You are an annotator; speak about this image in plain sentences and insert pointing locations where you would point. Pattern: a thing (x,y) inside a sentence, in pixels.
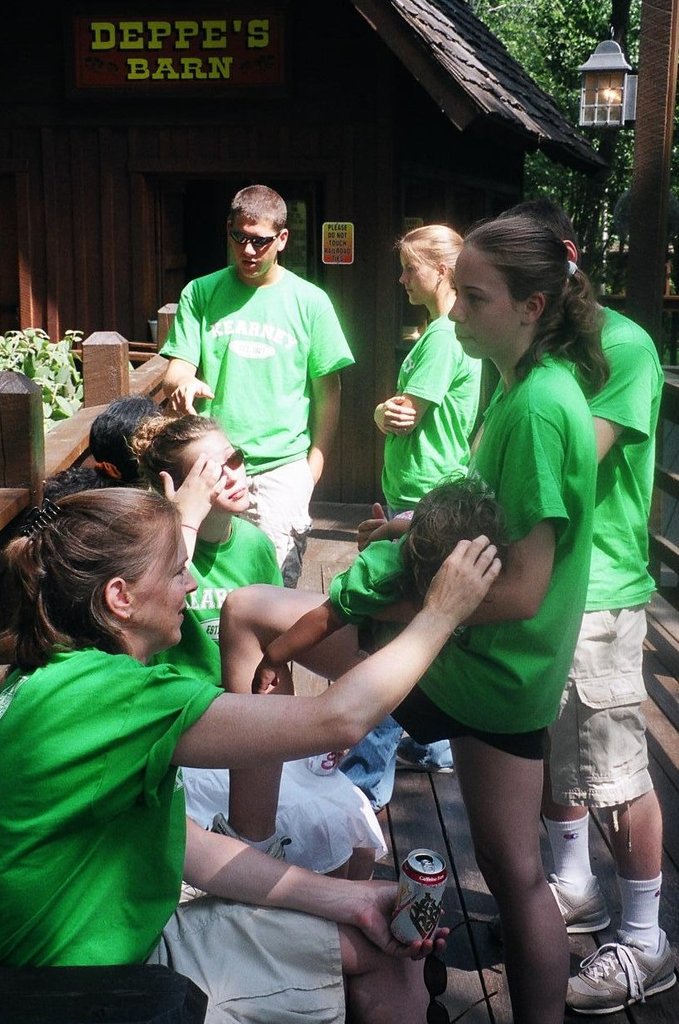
In this image there are few people (401,596) wearing green t-shirt (316,354). Few are sitting few are standing. In the background (236,87) there is a hut (321,79), trees (531,44), lamp (597,76). This is wooden fence (106,386). These are plants (45,355).
